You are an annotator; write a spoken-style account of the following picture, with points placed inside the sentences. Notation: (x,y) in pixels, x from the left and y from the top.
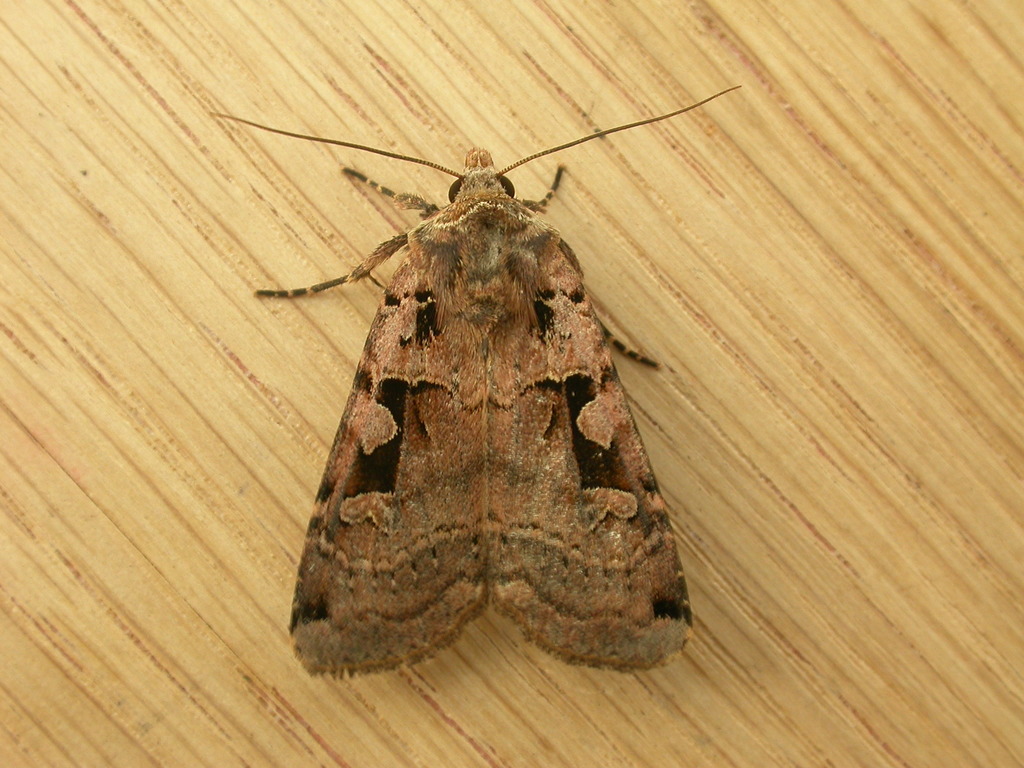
In this image I can see an insect (474,482) on a wooden surface (167,376).
